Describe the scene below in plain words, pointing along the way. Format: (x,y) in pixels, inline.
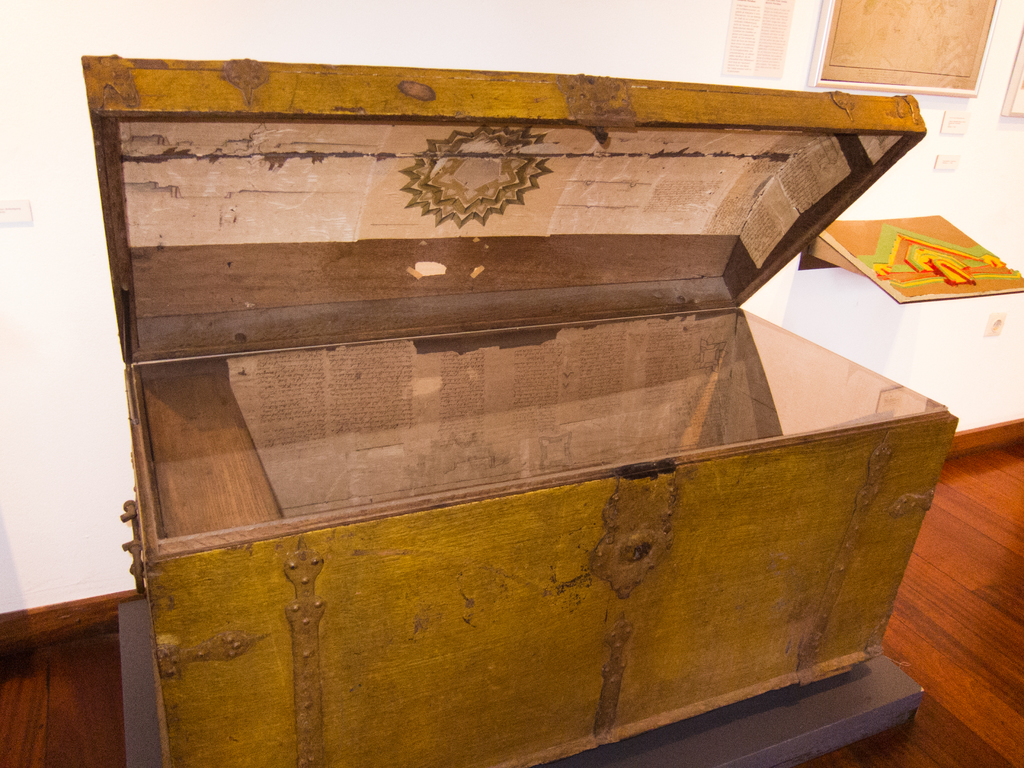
In the center of the image (555,360) we can see a box (688,590) placed on the surface (838,733). On the right side of the image (910,78) we can see some photo frames (963,68) on the wall (973,214) and a poster (767,31) with some text (762,45).
